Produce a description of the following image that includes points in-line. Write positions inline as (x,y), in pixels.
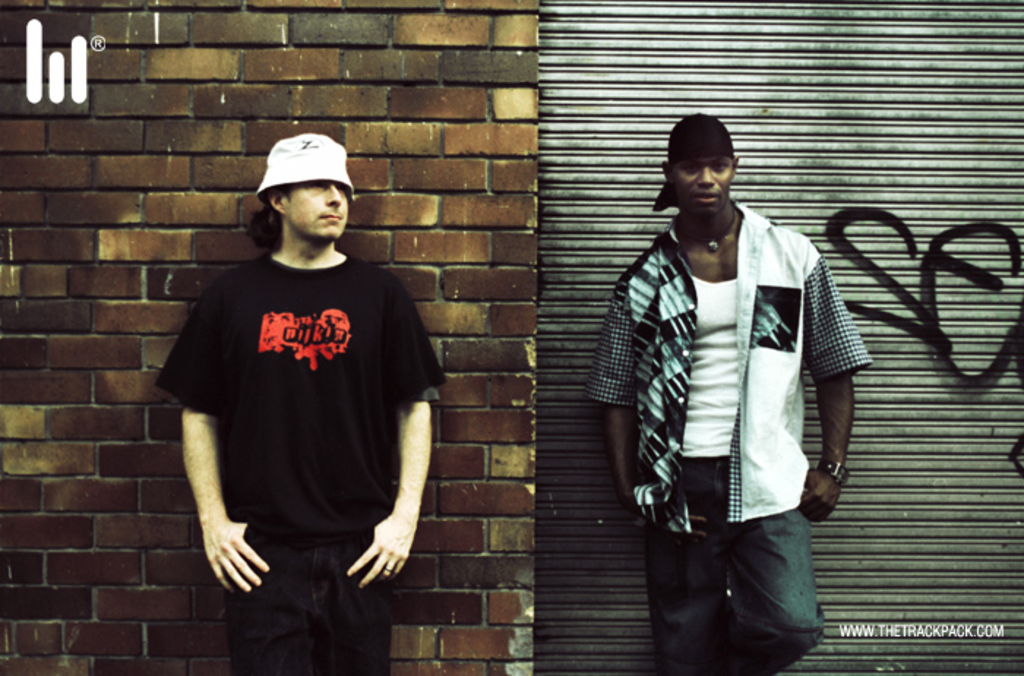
In this picture we can see there are two men (385,452) standing. Behind the men (386,347) there is a wall (455,129) and a roller shutter (581,74). On the image there are watermarks (82,75).
